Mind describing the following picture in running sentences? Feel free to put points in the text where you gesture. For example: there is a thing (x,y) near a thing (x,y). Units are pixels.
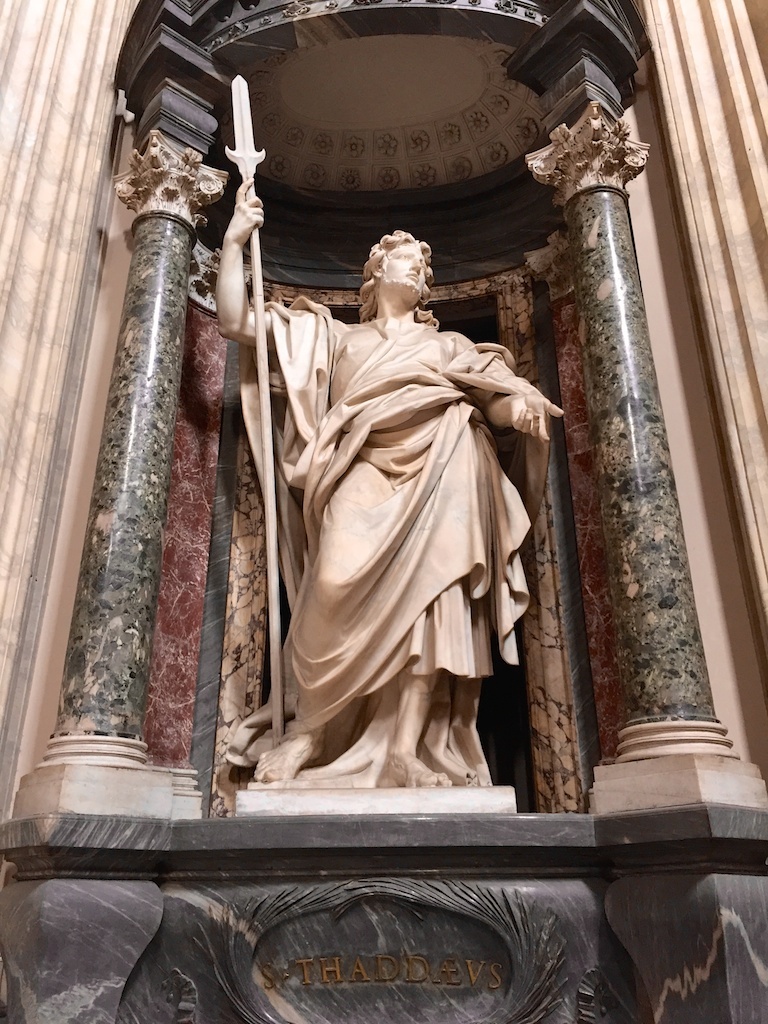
In the given image i can see a sculpture (412,761) and some text (358,963) written on it.
